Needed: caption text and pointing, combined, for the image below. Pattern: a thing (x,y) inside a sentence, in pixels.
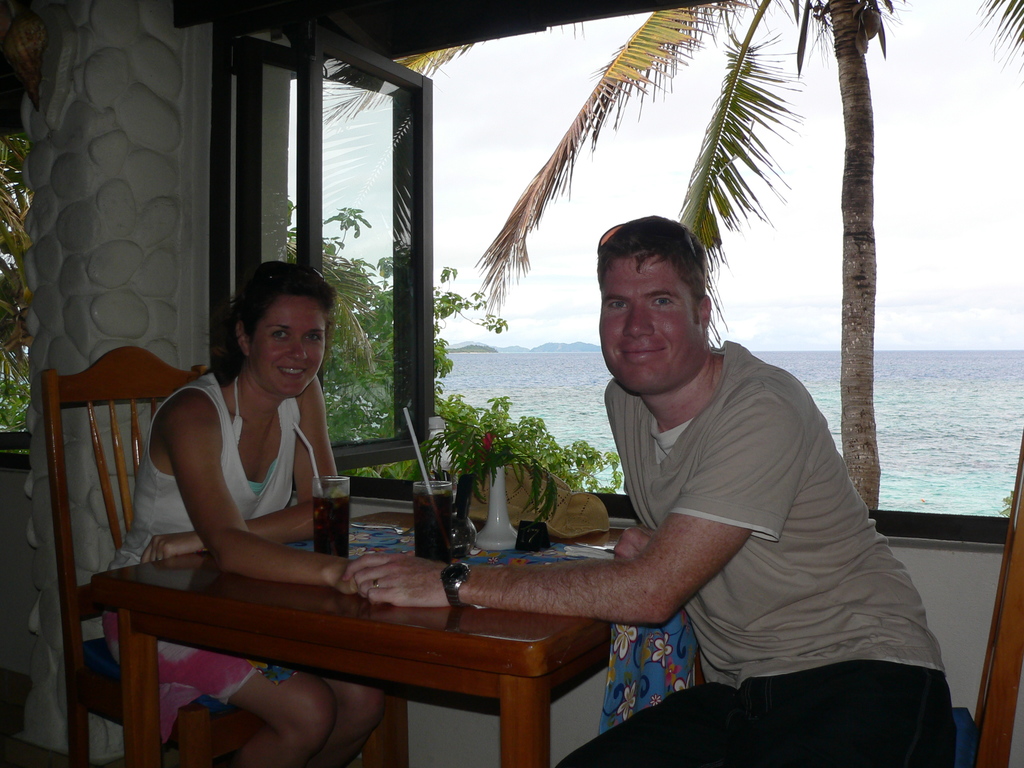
In this image on the right side (743,667) there is one person (763,589) who is sitting on chair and smiling. On the left side (227,521) there is one woman (227,521) who is sitting on a chair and smiling, in front of them there is one table (401,617) on the table (198,579) there are two glasses (436,505) and one flower pot (490,456) is there. On the background (259,102) there is a window (331,136) and some trees (846,256) and sky (806,251) and water (933,383) are there, on the left side (99,210) there is a wall (86,307).
